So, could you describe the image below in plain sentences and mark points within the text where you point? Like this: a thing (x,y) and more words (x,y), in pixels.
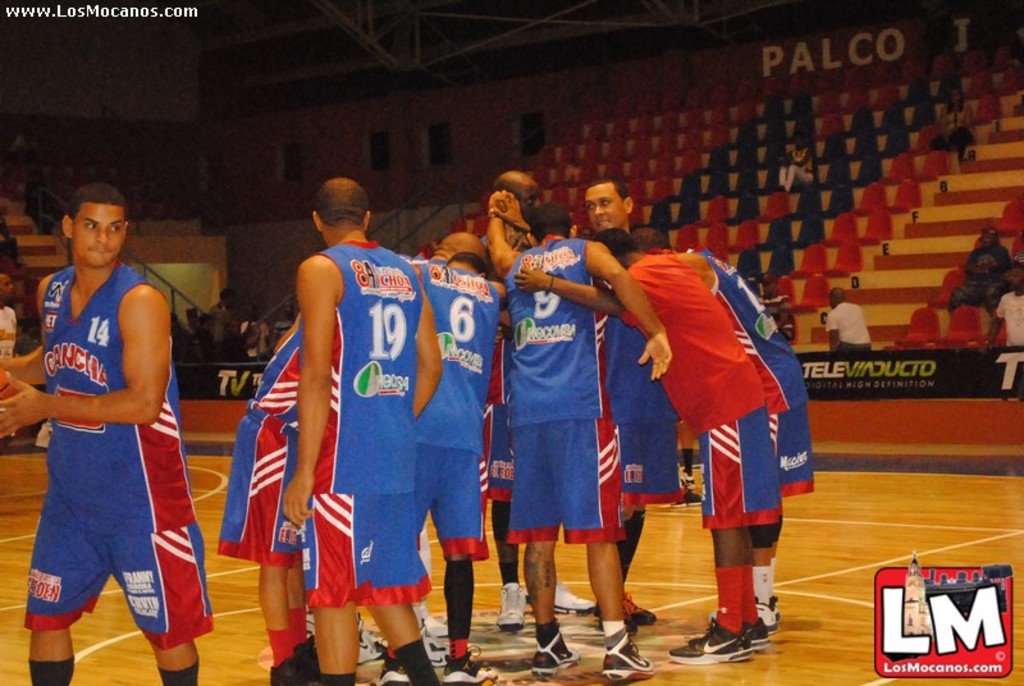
In this image I can see a few people (527,325) in the center of the image (464,369). This looks like a stadium (526,132) in the top left corner (1,9) and in the right bottom corner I can see some text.
